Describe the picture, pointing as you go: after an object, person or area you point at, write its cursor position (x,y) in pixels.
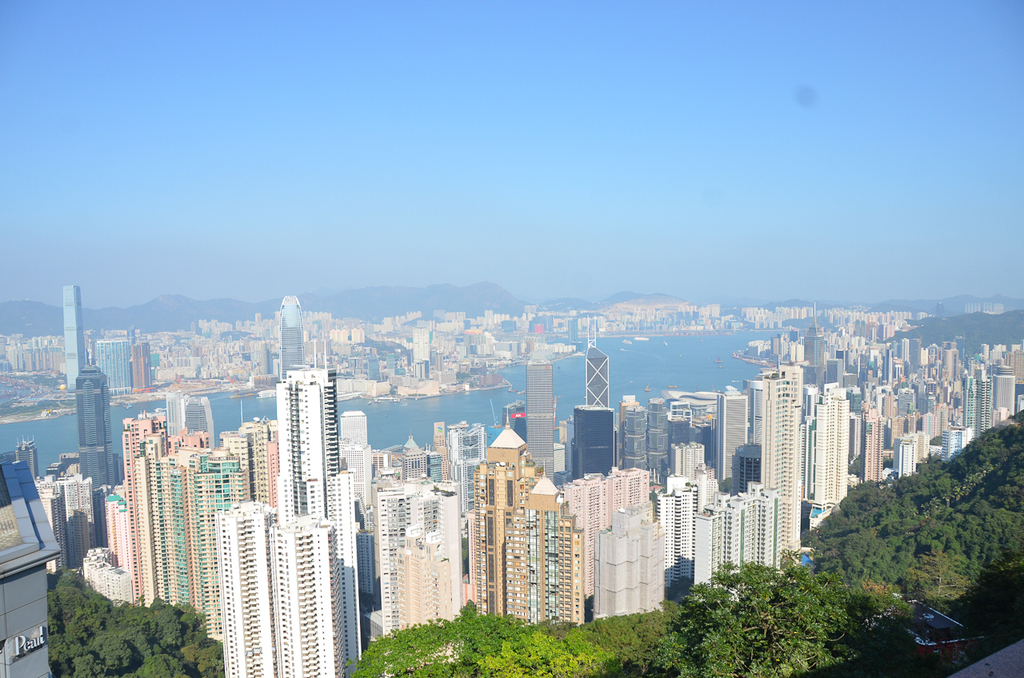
In this picture we can see some buildings (590,325) from left to right. There is water (74,426). We can see few trees (992,496) from left to right. Sky (722,129) is blue in color.
